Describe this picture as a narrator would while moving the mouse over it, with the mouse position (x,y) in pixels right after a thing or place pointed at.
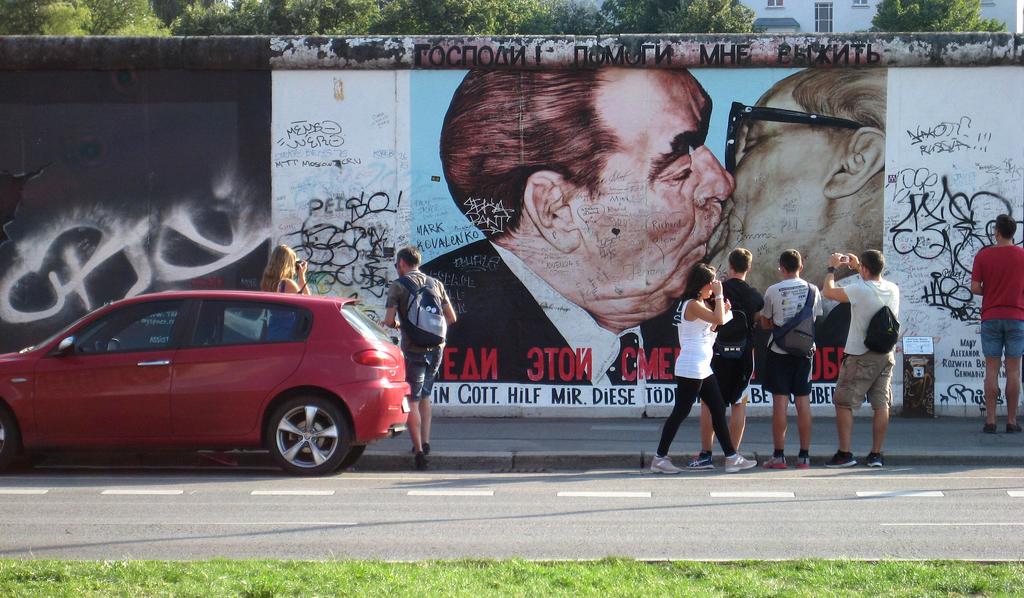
In this image I can see the road (358,502). On the road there is a red color vehicle (209,397). To the side of the vehicle (390,405) there are group of people (698,343) standing and wearing the different color dresses (790,353) and few people (693,356) are wearing the bag (726,340) and holding camera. In the background (667,1) I can see many trees (726,15) and the building (823,12).
